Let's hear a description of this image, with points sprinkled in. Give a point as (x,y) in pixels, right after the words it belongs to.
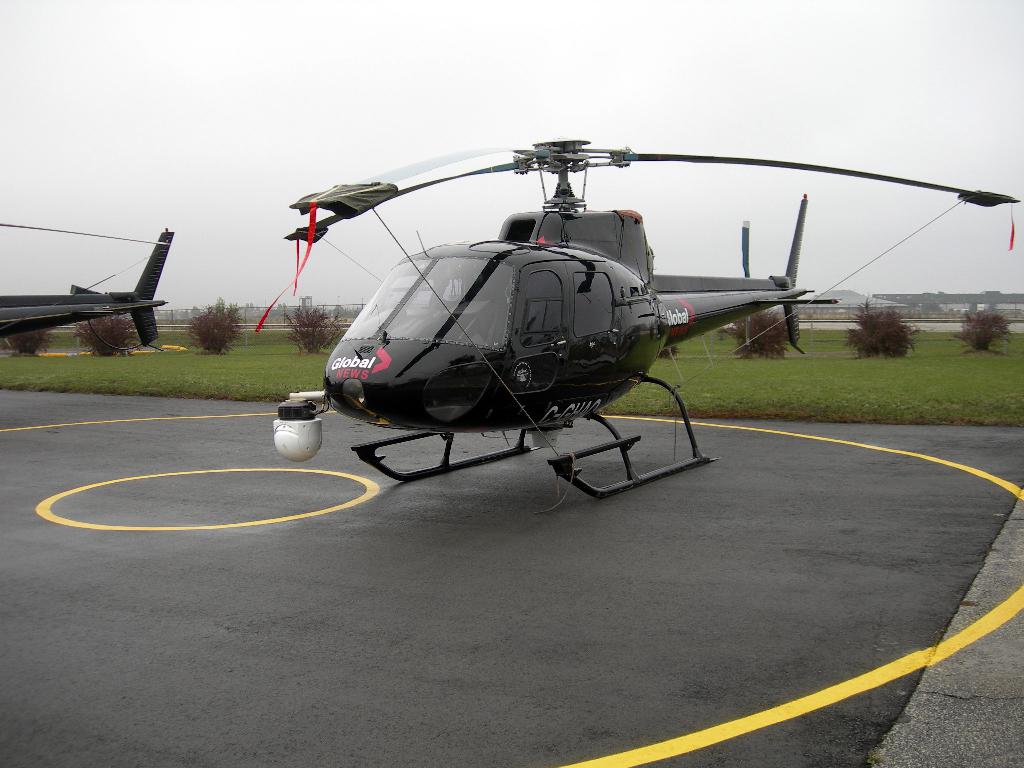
In this picture in the front (470,345) there are helicopters (399,363) with some text (364,361) written on it. In the background (293,375) there is grass (772,379) on the ground (832,380), there are trees (738,327) and buildings (953,306) and the sky (780,150) is cloudy.
